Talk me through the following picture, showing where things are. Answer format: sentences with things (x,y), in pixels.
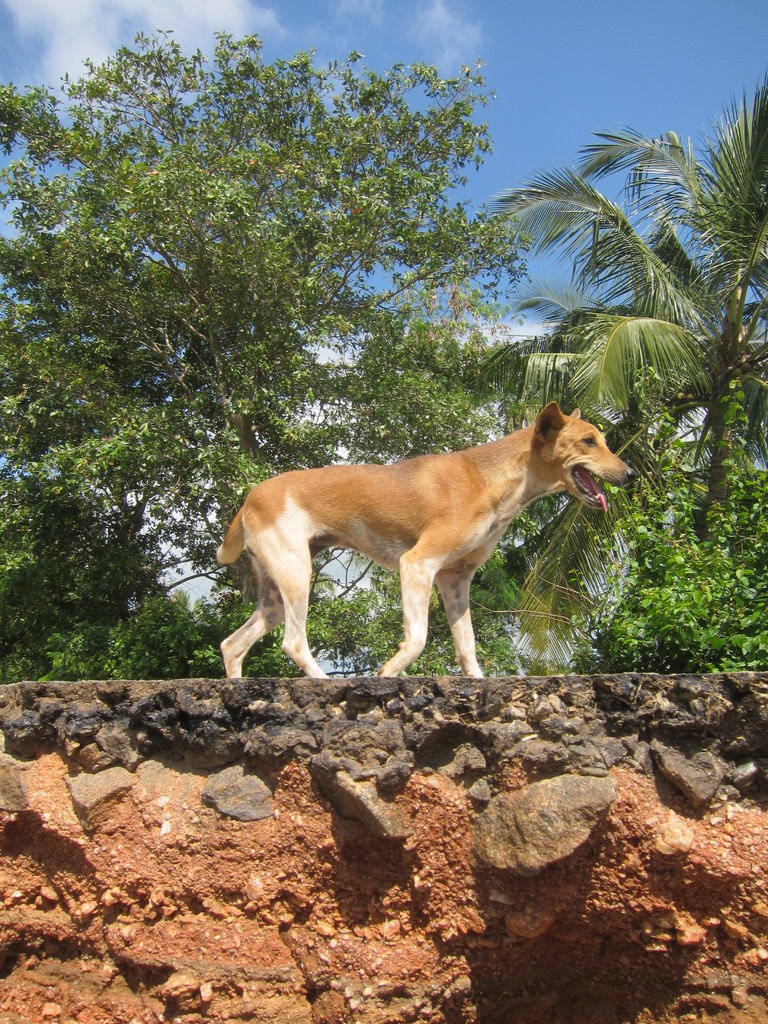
In this image we can see a dog (499,532). Behind the dog (499,527), trees (247,429) are present. The sky (565,81) is in blue color with clouds (101,2). At the bottom of the image (403,877) we can see rocks (347,770) and sand (394,887).
